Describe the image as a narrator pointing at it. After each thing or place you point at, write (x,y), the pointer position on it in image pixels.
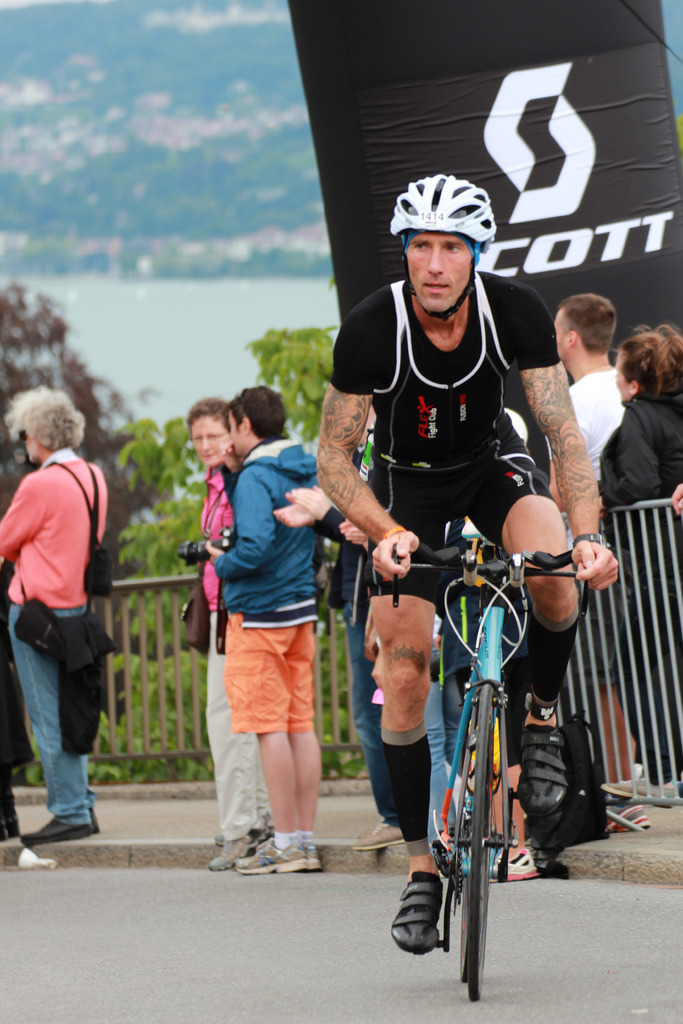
Here a man (384,306) is riding a bicycle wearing a helmet (406,242). Behind him there is a black color cloth (646,143) which is written in Scott and few people (596,367) are standing and observing the things here it is a tree (291,405). It looks like a water (174,316).
